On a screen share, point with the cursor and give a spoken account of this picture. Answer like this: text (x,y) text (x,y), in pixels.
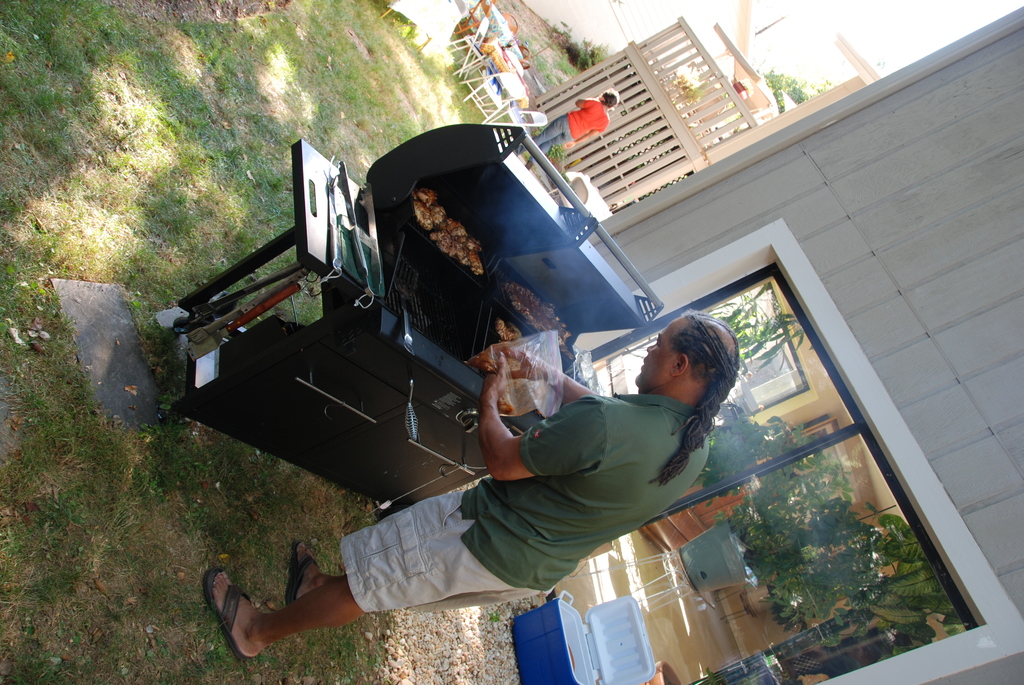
At the bottom of this image (616,497), there is a person (644,449) in a T-shirt (620,473), holding a packet (521,375), and taking something from it. In front of him, there are food items (416,211) in a pan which is on a stove (456,395). In the background (840,506), there are plants (869,572), a person (575,112), chairs (520,84) arranged on the ground (532,88) and there is a building (867,88).
